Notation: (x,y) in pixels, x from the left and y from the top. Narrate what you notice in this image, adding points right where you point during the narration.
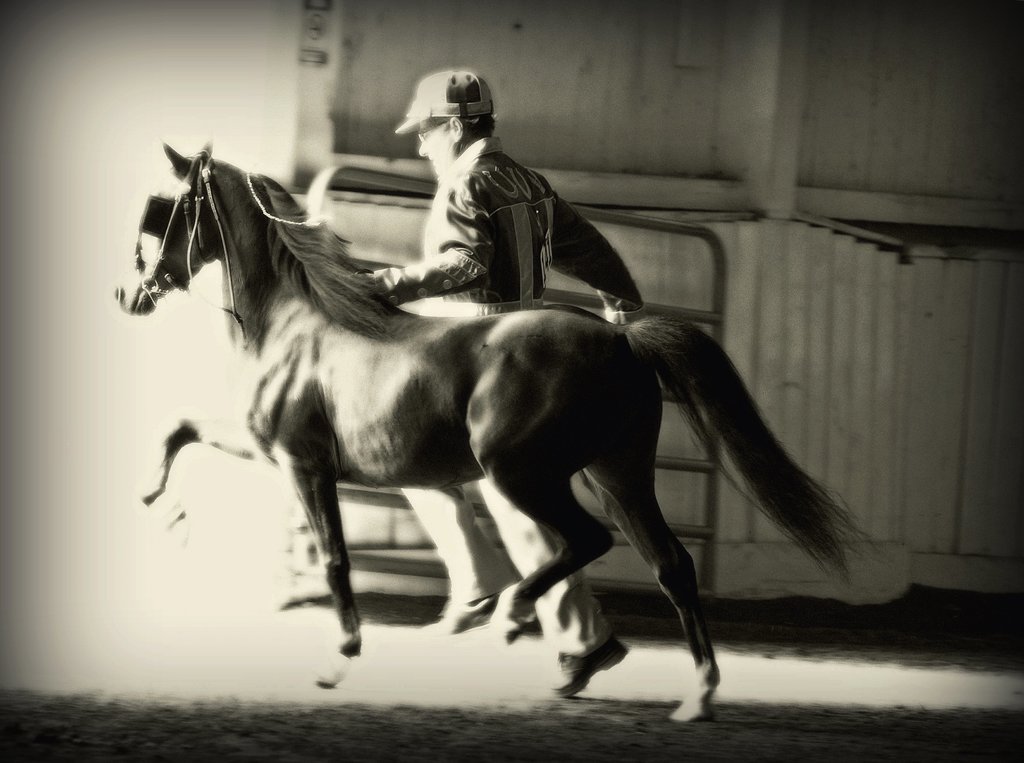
In this picture a man (500,253) and a horse (459,352) are running inside a shed (938,260).
